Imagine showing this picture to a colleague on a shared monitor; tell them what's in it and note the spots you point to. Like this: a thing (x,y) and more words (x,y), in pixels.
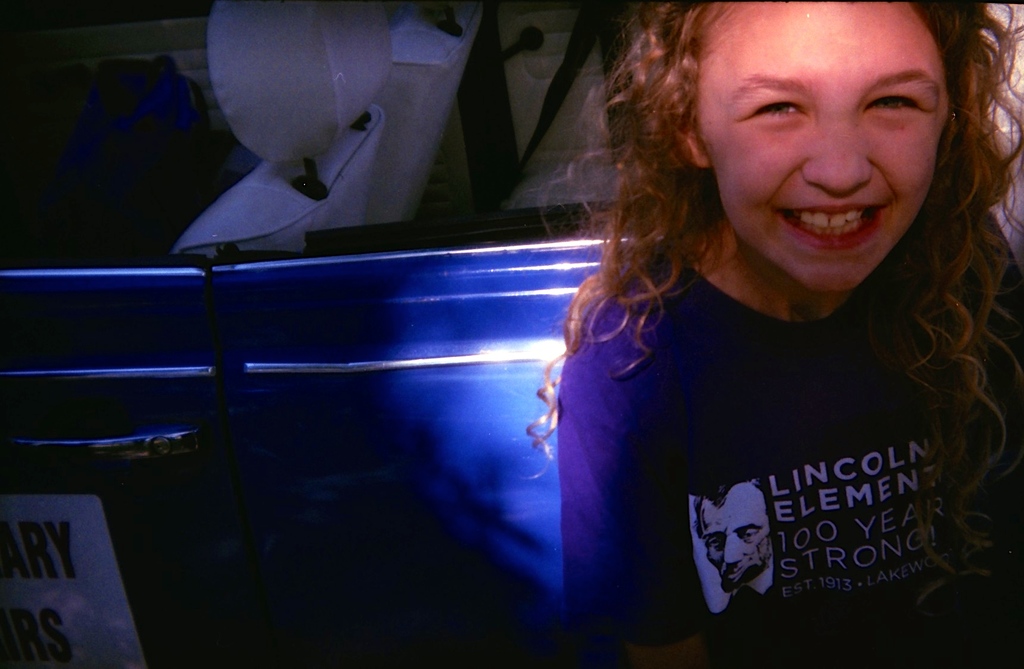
In this image there is a girl (608,452) wearing a blue top (596,470). Left bottom there is some text (55,648) written on the board (123,587) which is attached to the vehicle (261,294).
